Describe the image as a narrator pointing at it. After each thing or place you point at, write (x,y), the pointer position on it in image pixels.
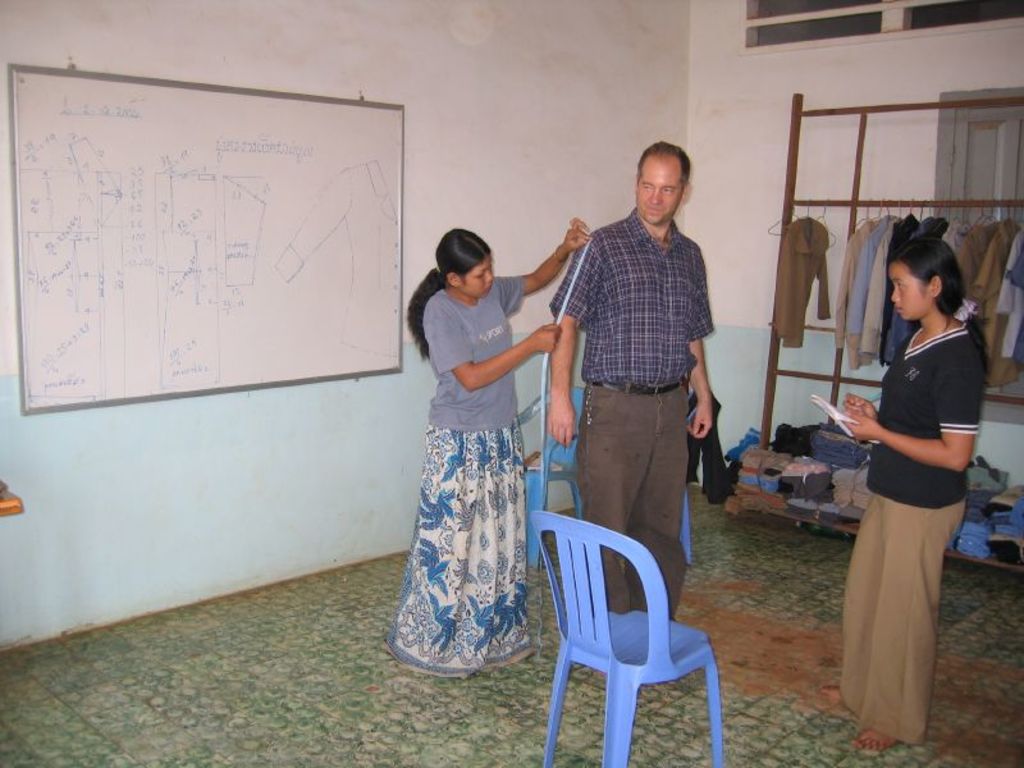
In this image i can see there are three people (652,348) among them, two women (443,399) and a man (621,444) are standing on the floor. I can also see there is a white board (166,315) and few chairs (604,627).
